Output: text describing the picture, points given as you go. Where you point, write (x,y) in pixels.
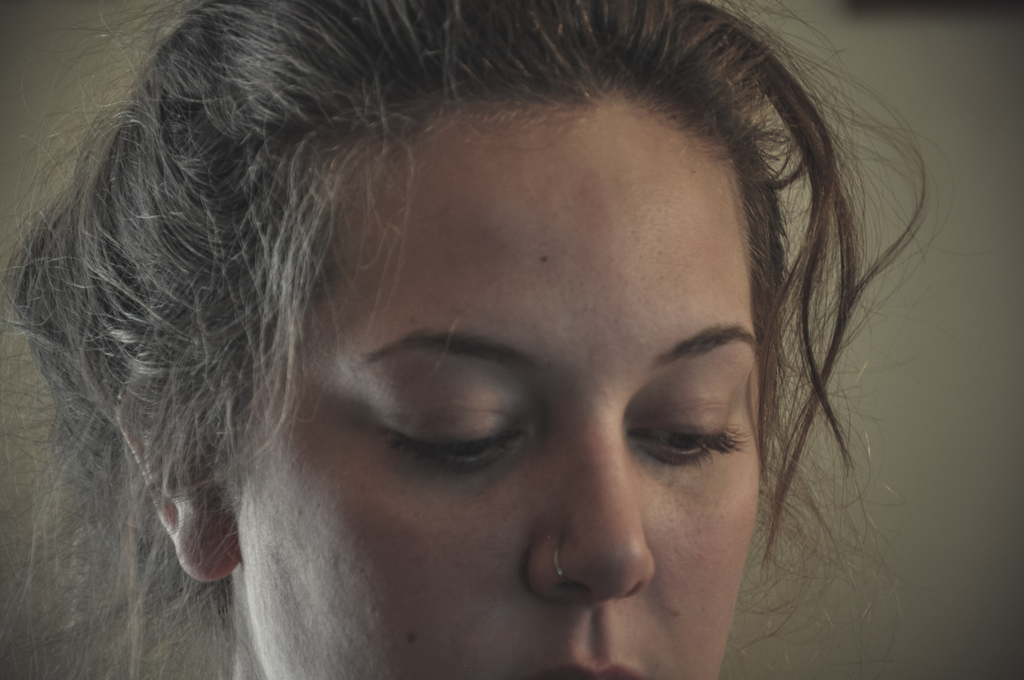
This picture shows women (674,641) and we see a cream color wall (916,457) on the back (931,445).
